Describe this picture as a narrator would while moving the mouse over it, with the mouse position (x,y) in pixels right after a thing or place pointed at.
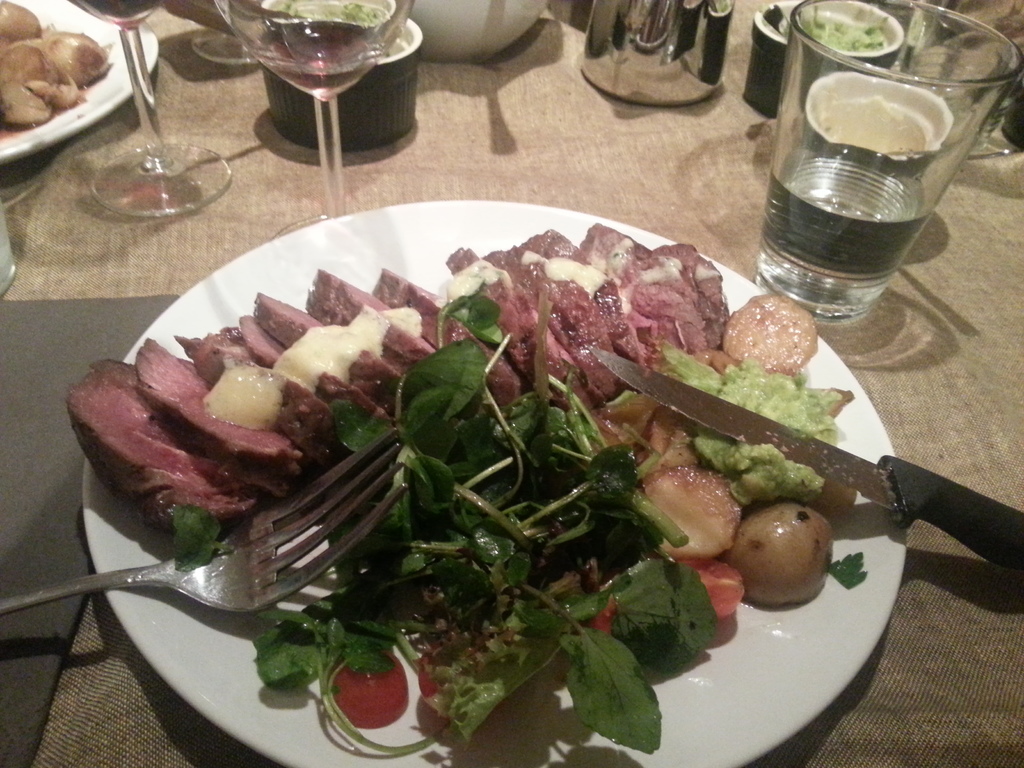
In this image I can see two white colour plates (220,276) and in it I can see different types of food (409,344). In the front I can see a fork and a knife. On the top side of this image (180,185) I can see few glasses (102,190), few cups (765,46) and few other stuffs (634,7).
